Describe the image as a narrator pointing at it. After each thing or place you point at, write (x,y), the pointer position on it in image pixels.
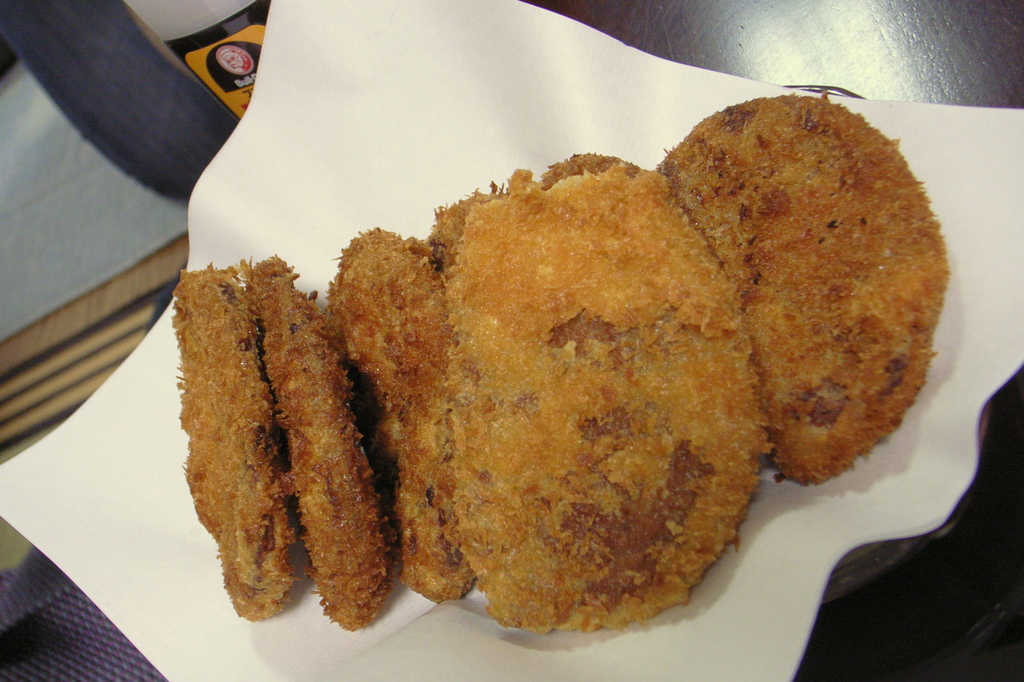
In this picture we can see food (410,505) with paper (748,550) on the platform (851,27) and objects (61,132).
